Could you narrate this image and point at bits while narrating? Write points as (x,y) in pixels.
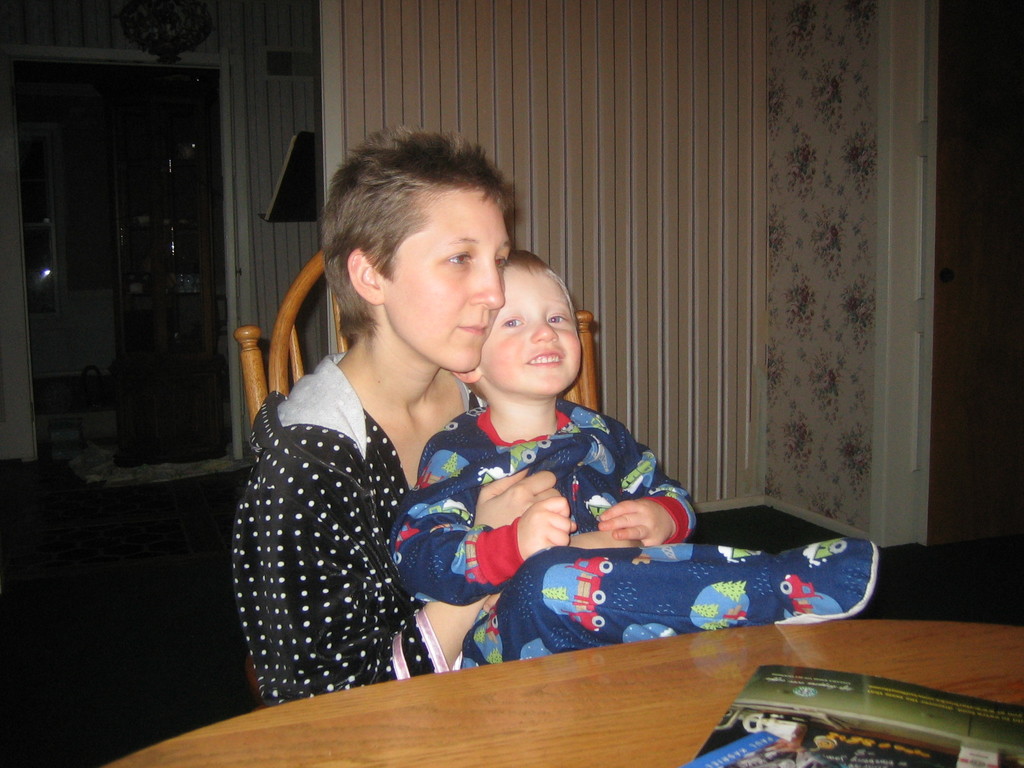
In this picture there is a woman (352,464) sitting in chair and holding a kid (588,526) in her hands (579,537) and there is a table (628,711) in front of them which has a book (855,726) on it and there are some other objects (141,241) in the background (433,97).
